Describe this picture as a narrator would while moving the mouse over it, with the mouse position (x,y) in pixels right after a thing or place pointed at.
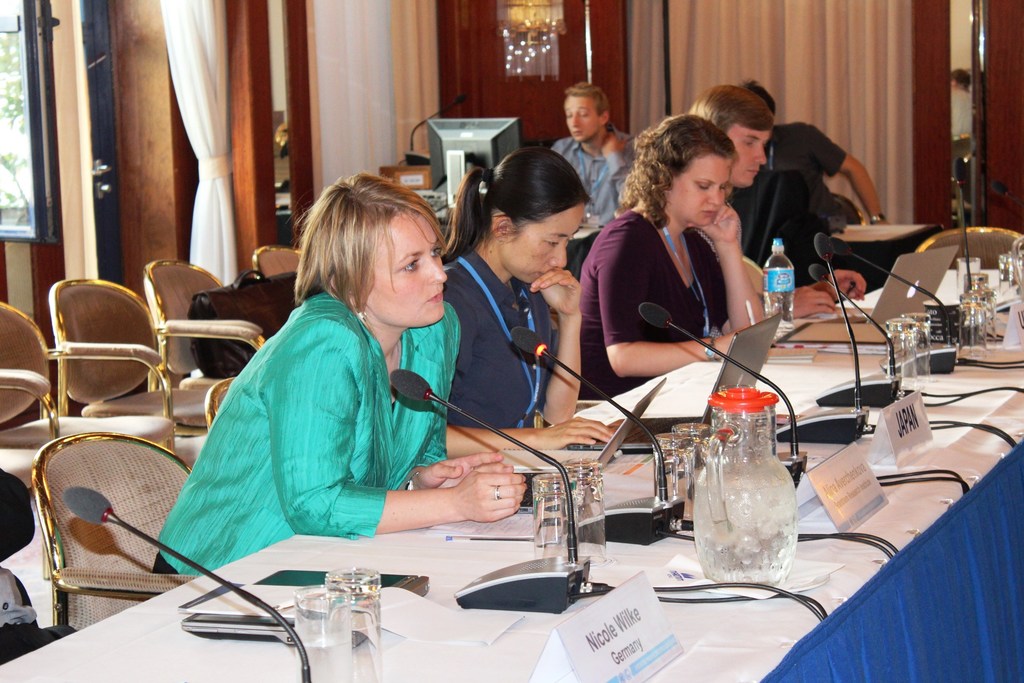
In this image, we can see group of people (412,466) are sat on the chair (130,468). In-front of them, there is a white color table (948,418), few items (977,307) are placed on it. At the bottom (931,647), we can see blue color cloth (921,636). And background (879,103), there is a white curtains (629,68), wooden wall (475,88), window (19,146) and plants (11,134).
